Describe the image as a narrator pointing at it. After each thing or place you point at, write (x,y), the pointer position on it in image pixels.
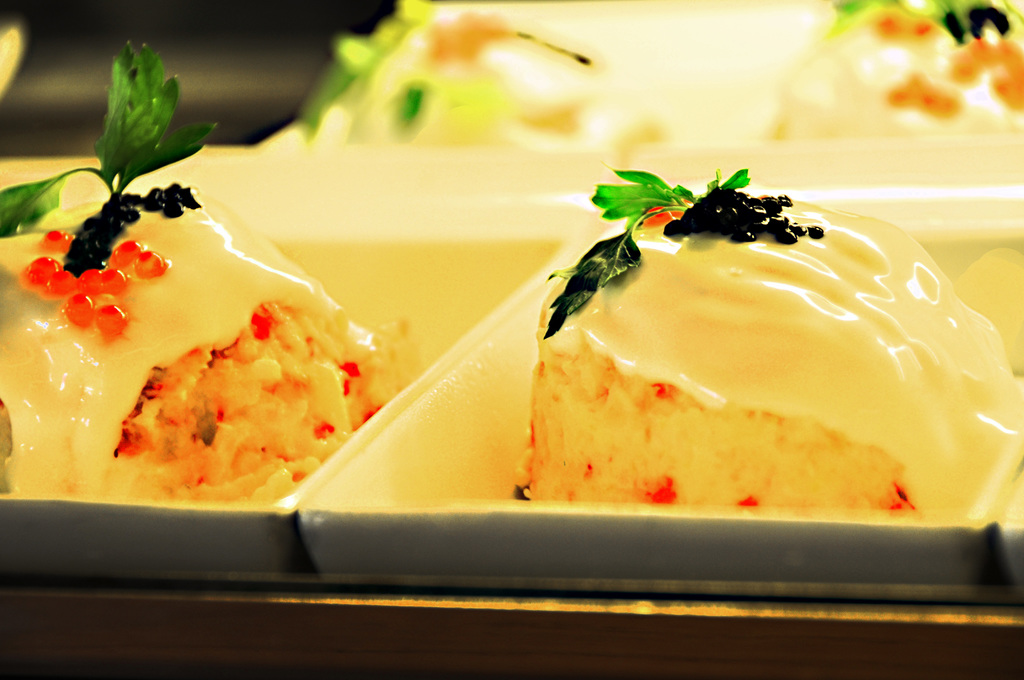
In this image I can see food items (197,336) placed on a tray (107,541). These food items (284,409) are garnished with the leaves (118,127). The background (363,27) is blurred.
